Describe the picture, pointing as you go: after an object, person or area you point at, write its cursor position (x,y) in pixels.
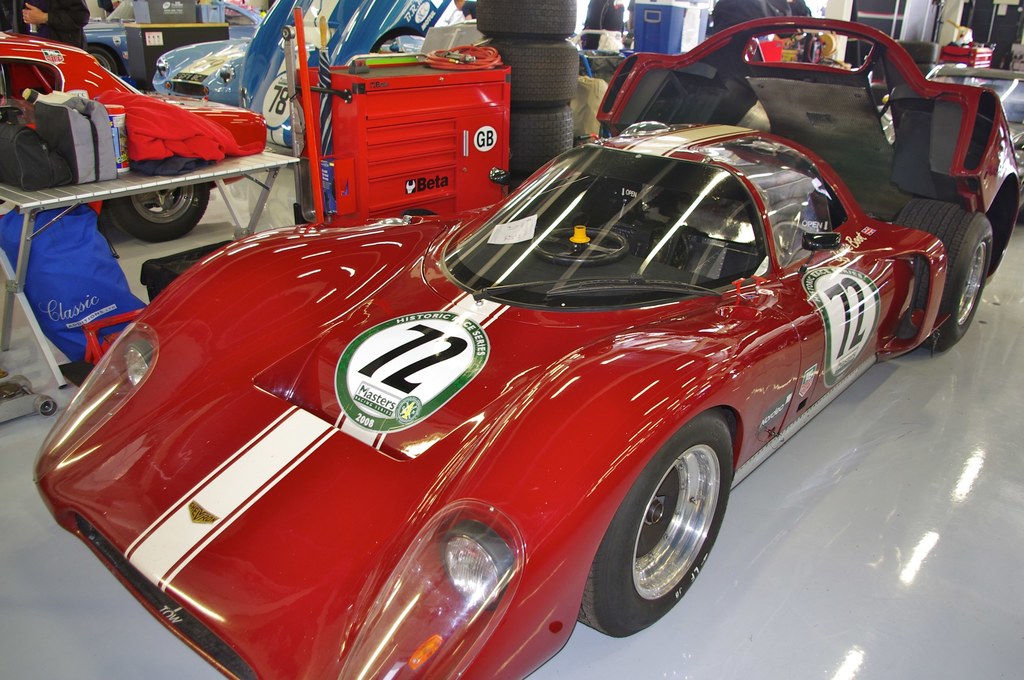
In this picture I can see some vehicles (724,252) are on the floor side we can see some tires (561,68), tables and some objects (472,91), we can see few people (73,33) around.
